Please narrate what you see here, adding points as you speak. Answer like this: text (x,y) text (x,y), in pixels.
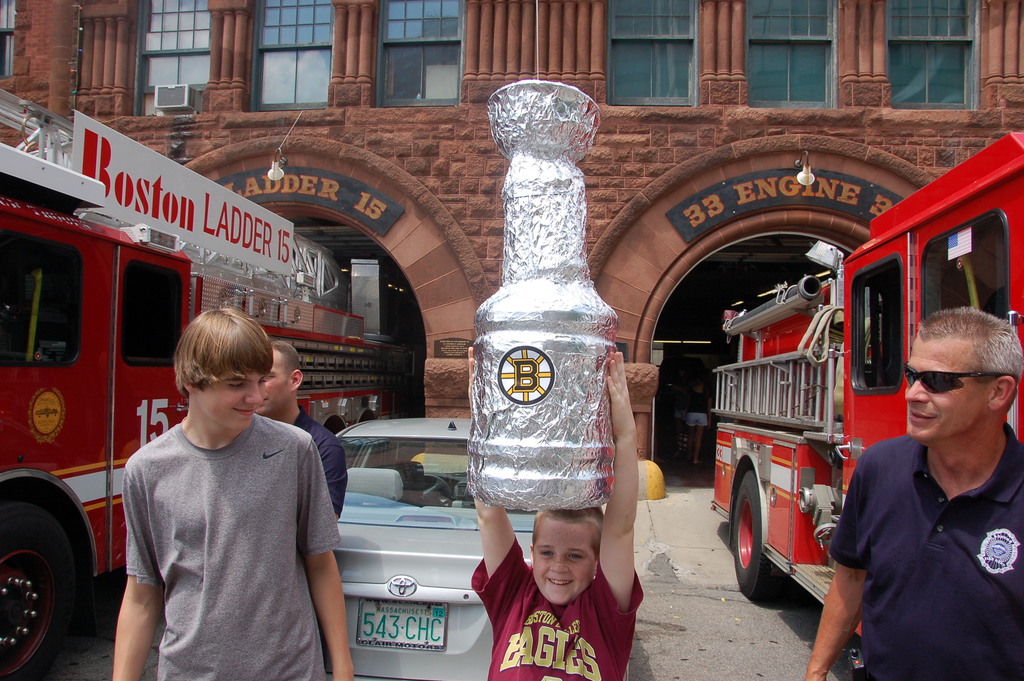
In the picture, there are total four people (493,565) the kid (566,574) who is standing in middle (542,443) is holding some big bottle type statue (545,462) in his hand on the either side of the people (1007,340) there are two fire engines (1003,315) behind the people (620,516) in middle (454,440) there is a car (413,555) and in the background (395,192) there is a big building (395,192).
